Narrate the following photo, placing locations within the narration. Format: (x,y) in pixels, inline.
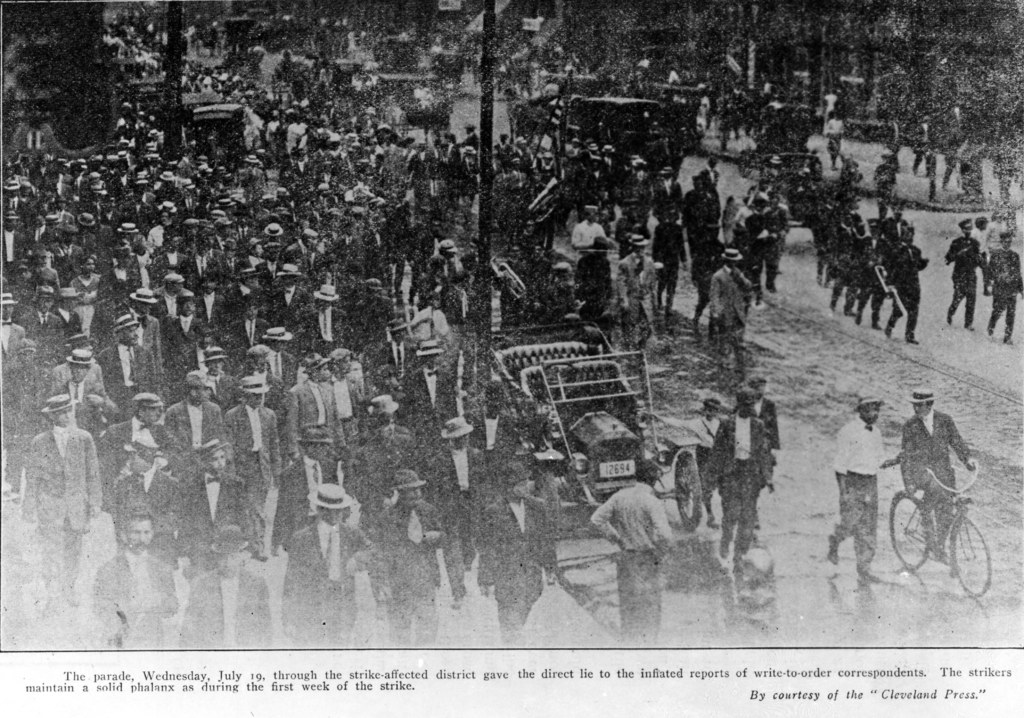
I see this is a black and white image and I see number of people (553,224), in which most of them are wearing suits (509,175) and hats (158,140) and I see few vehicles (624,115) and I see a cycle (923,542) over here and I see the path (956,613) and I can also see few words (71,676) written over here.
